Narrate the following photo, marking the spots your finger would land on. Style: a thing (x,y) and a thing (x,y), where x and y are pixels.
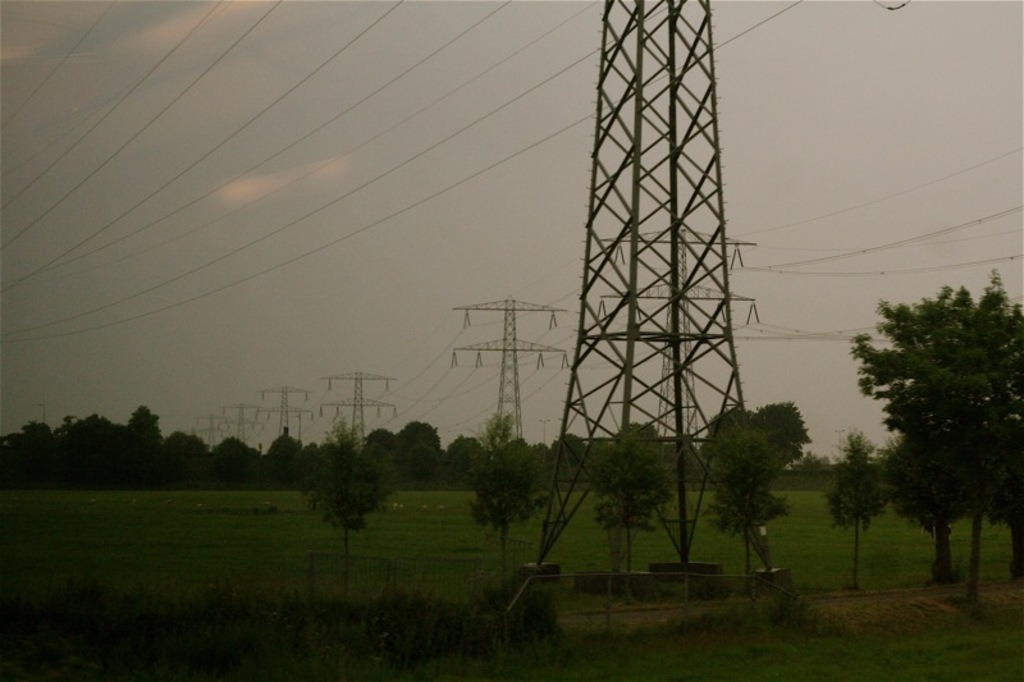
In this image we can see few trees (521,487), grass (392,497), towers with wires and the sky (859,303) in the background (836,292).
